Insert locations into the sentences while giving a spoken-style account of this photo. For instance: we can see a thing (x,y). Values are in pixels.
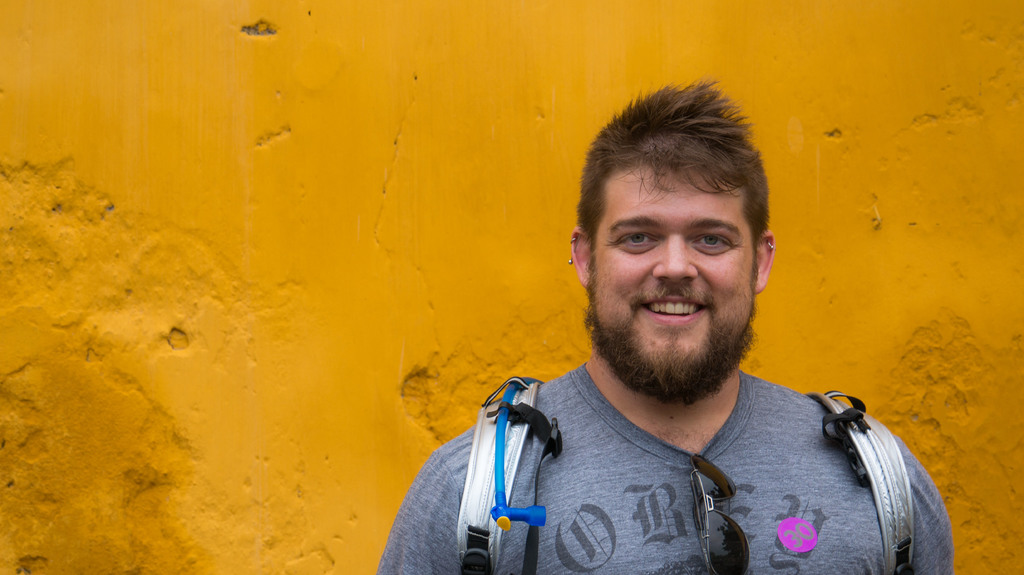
In this image in the foreground (669,437) there is one man (687,371) who is standing and smiling, and in the background (351,361) there is a wall (355,368).
